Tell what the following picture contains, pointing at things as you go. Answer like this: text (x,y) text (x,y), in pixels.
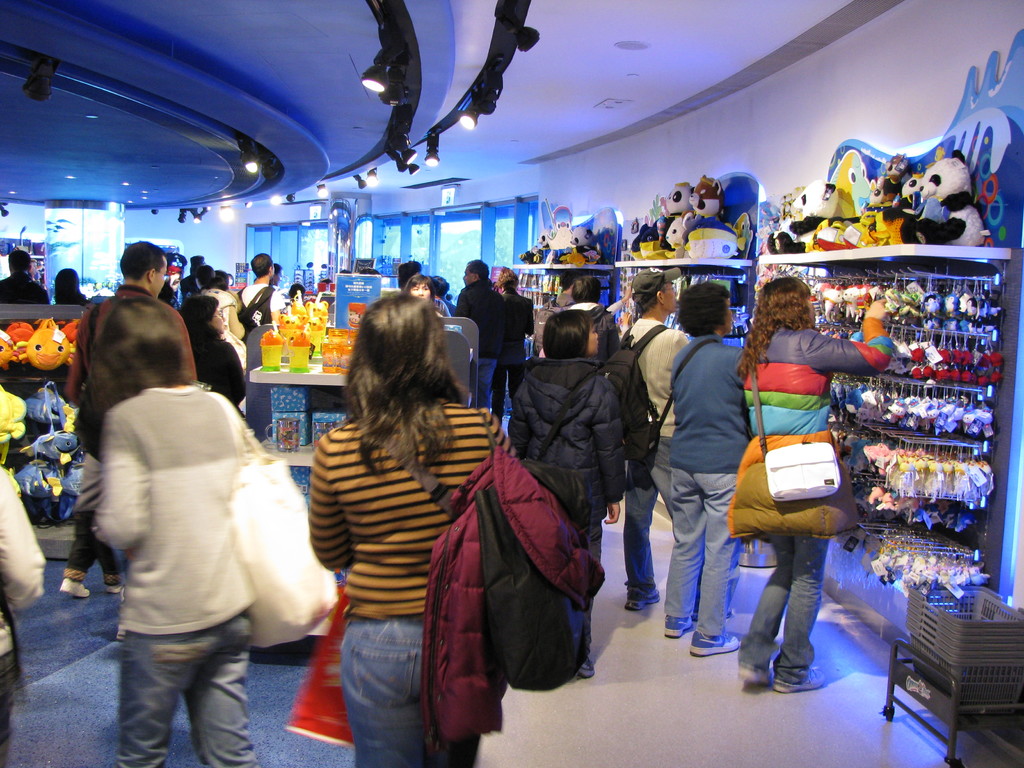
In this picture we can see a group of people (186,583) standing on the floor (792,726), jackets (544,426), toys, baskets (985,591), lights (390,97), wall (297,214) and some objects (557,485) and in the background (272,247) we can see windows (431,262).
